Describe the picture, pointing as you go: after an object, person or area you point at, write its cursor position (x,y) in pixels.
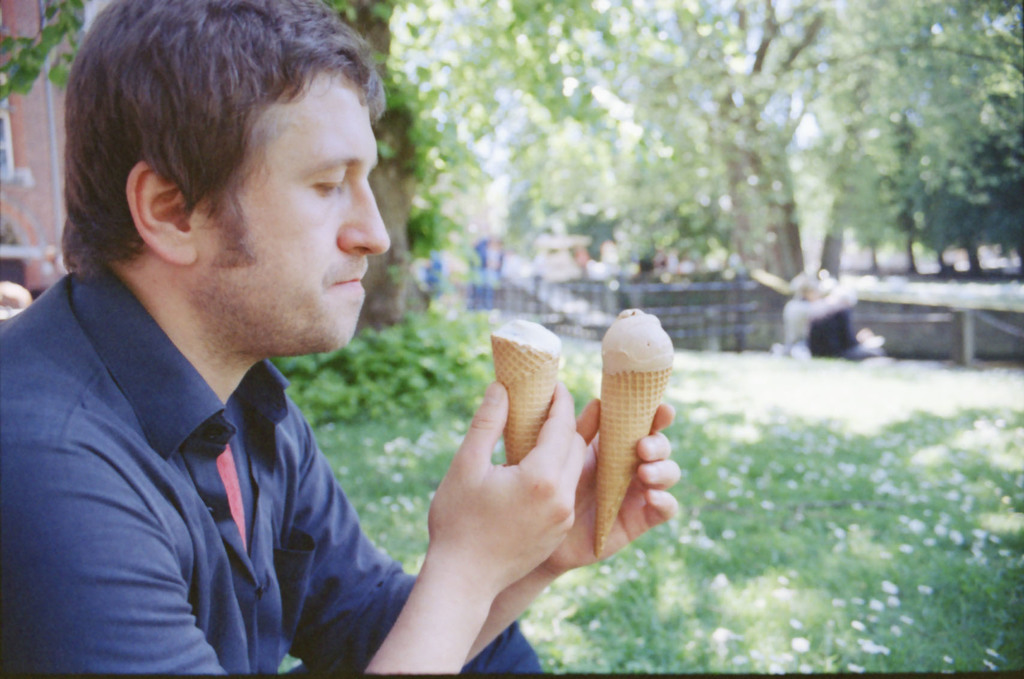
In this picture I can see a man (221,340) sitting and holding couple of ice cream cones (518,345) and I can see buildings (39,214), trees (806,208), plants (453,370) and grass (875,442) on the ground (742,487).
